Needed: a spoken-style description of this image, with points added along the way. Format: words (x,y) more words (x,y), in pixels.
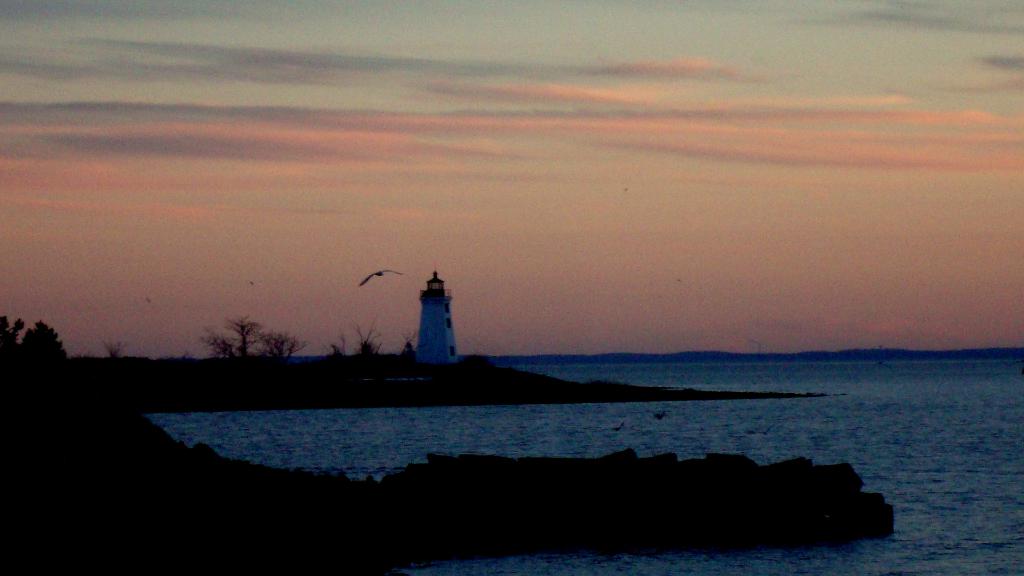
In this image we can see water (724,408). And there is a lighthouse (431,294). And we can see trees (19,323). And there is a bird (380,277) flying. In the background (506,110) there is sky (598,153) with clouds (646,154).
